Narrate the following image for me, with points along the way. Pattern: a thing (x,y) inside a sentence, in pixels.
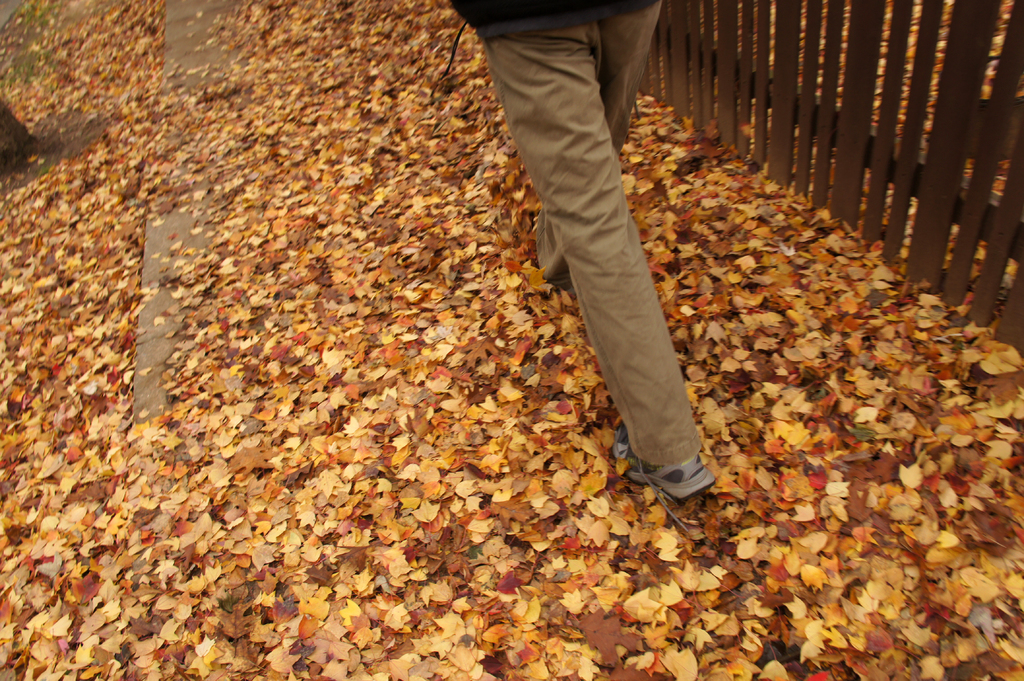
In the image there is a person (504,30) walking on the land (331,461) which covered with dry leaves (369,349) and beside there is a wooden fence (843,118).
